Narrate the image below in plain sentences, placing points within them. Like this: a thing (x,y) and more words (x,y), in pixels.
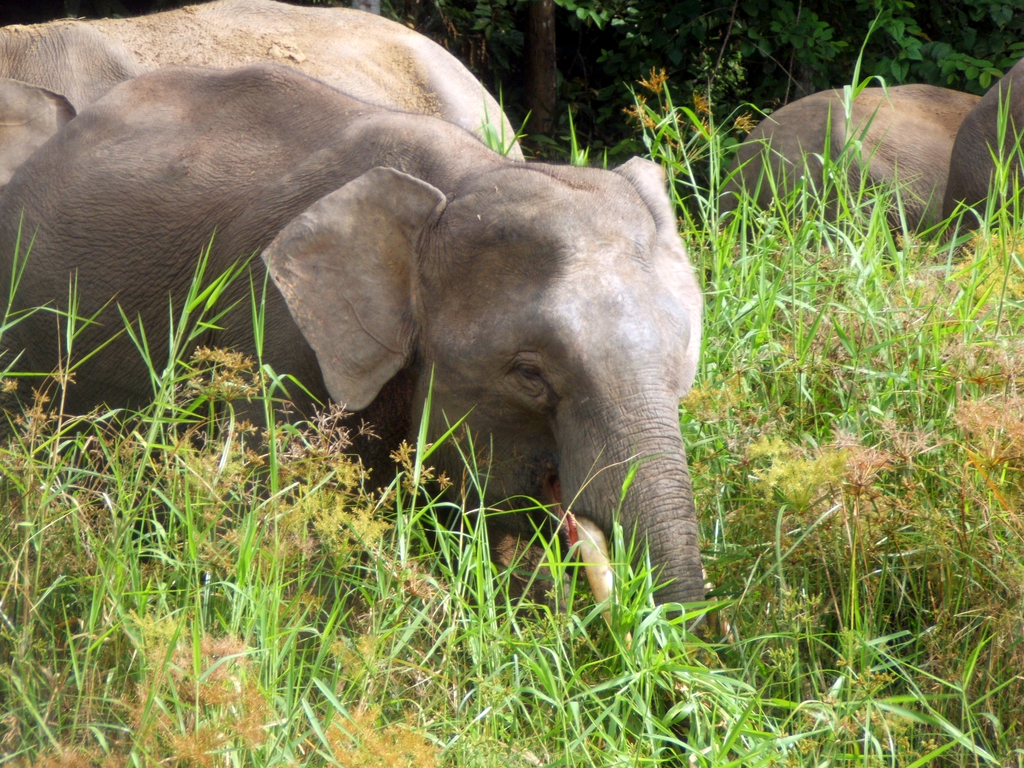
In this image we can see several elephants (870,171) standing. There are many plants (883,479) and a tree (710,34) in the image.
